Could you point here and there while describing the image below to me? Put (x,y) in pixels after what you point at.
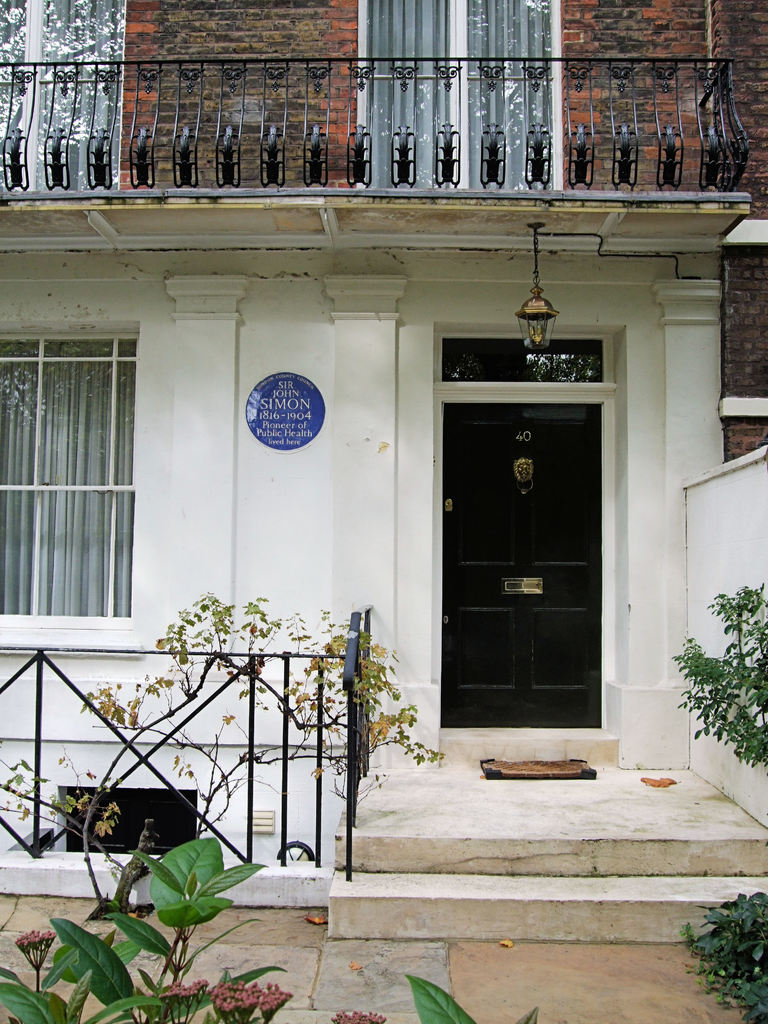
In this picture we can see plants (91,944), flowers (231,985), railings (365,757), mat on the floor (508,810) and light (533,293). We can see poster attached to the wall (238,447), building (238,447), door (488,656) and windows (470,346), through windows (116,492) we can see curtains (127,493).
